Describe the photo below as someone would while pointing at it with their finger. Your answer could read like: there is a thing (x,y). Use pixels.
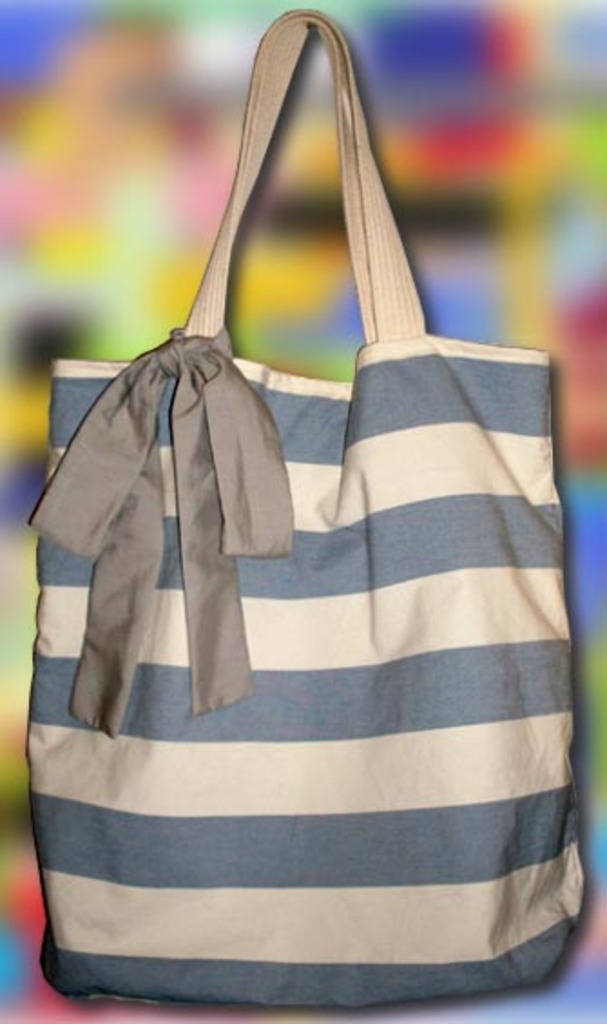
There is a bag (252,146) and it is in the combination of grey and white colors with horizontal lines (294,770). And there is a ribbon (139,424).
